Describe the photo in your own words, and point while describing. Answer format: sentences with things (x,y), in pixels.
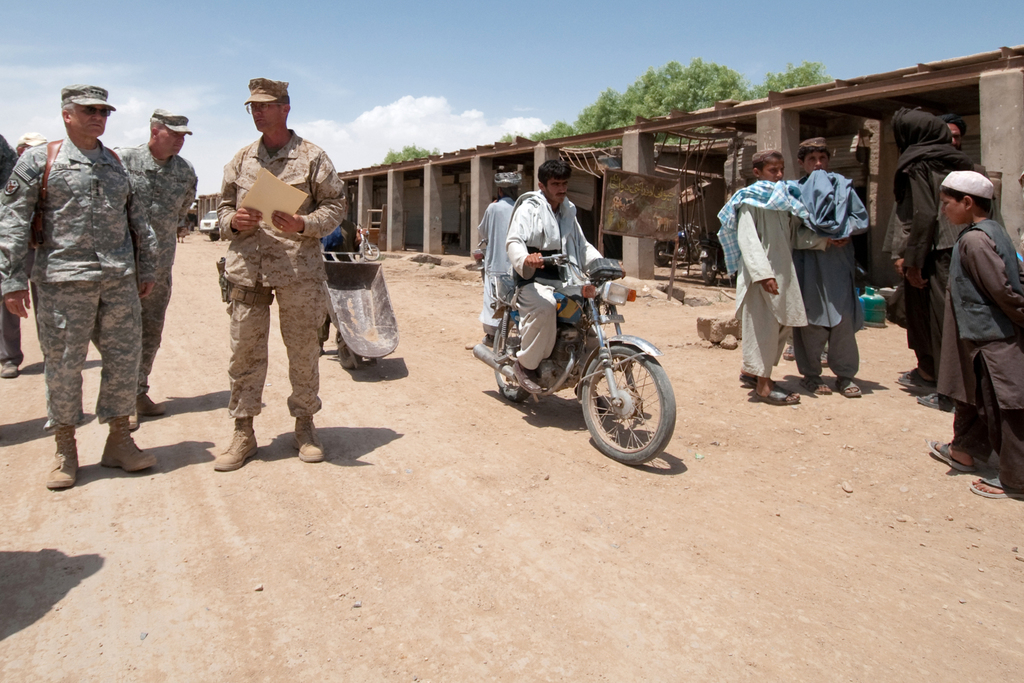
In this picture there are few people (68,377) standing on the road (819,679). There is man (530,334) riding on motor bicycle (571,383). There is a car (208,227). There is a tree (655,108). The sky (427,78) is blue and cloudy.
